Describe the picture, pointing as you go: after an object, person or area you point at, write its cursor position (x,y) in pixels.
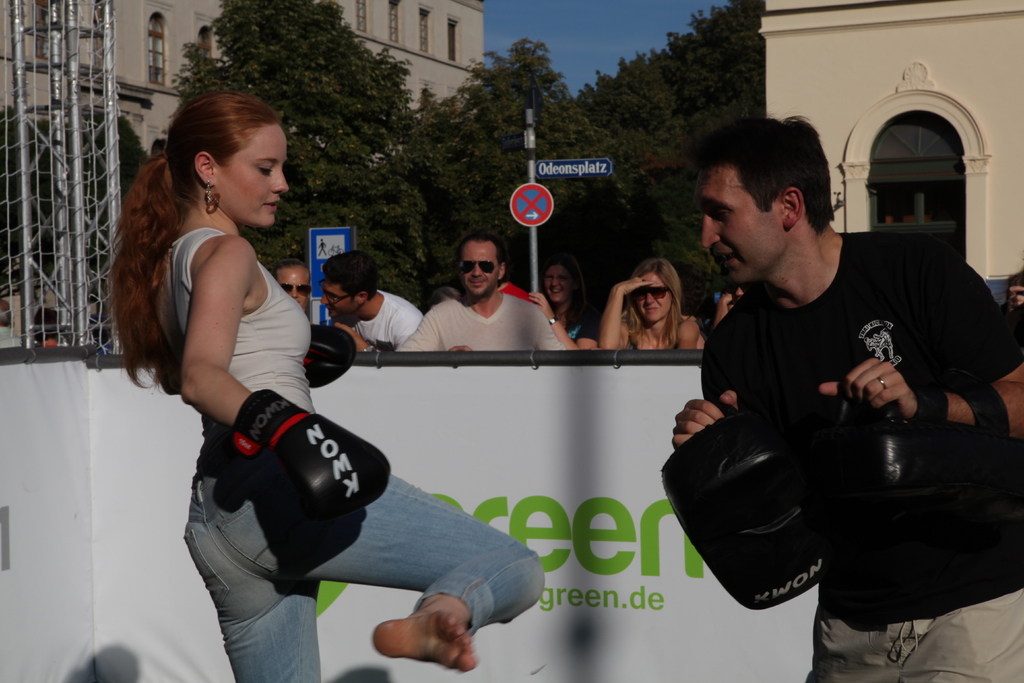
On the left side (227,325), we see the woman (392,500) is boxing. In front of her, we see a man (859,399) is holding the boxing pads (846,460) in his hands (680,429). Beside them, we see a banner (100,452) in white color with some text (642,575) written on it. Behind that, we see the people (660,349) are standing. Behind them, we see the poles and the boards (523,217) in blue color. On the right side (823,72), we see a building (833,147). On the left side (63,65), we see a metal scaffold (50,285). There are trees (464,145) and a building (417,76) in the background (458,105). At the top (583,27), we see the sky (574,74).
